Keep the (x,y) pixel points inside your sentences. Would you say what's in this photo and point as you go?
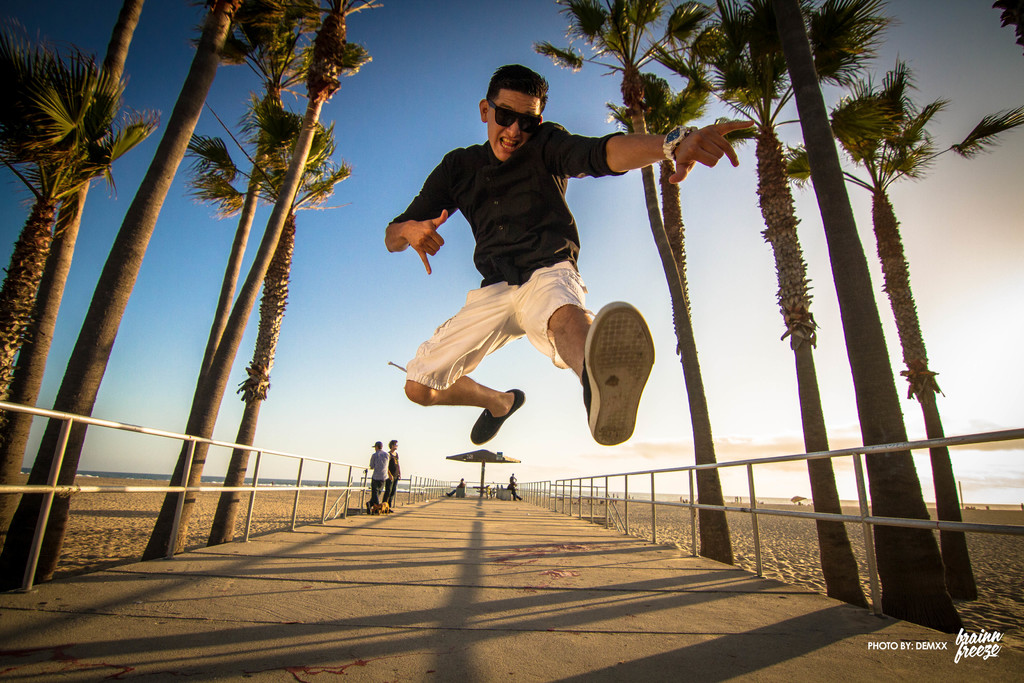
In the foreground of this image (399,230), there is a man (561,298) in the air (559,381). On the bottom (539,609), there is the path (432,617). On either side, there is railing (863,489) and trees (916,504). In the background (460,457) there are persons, an umbrella (484,459), sand (656,527) and the sky (343,377).
